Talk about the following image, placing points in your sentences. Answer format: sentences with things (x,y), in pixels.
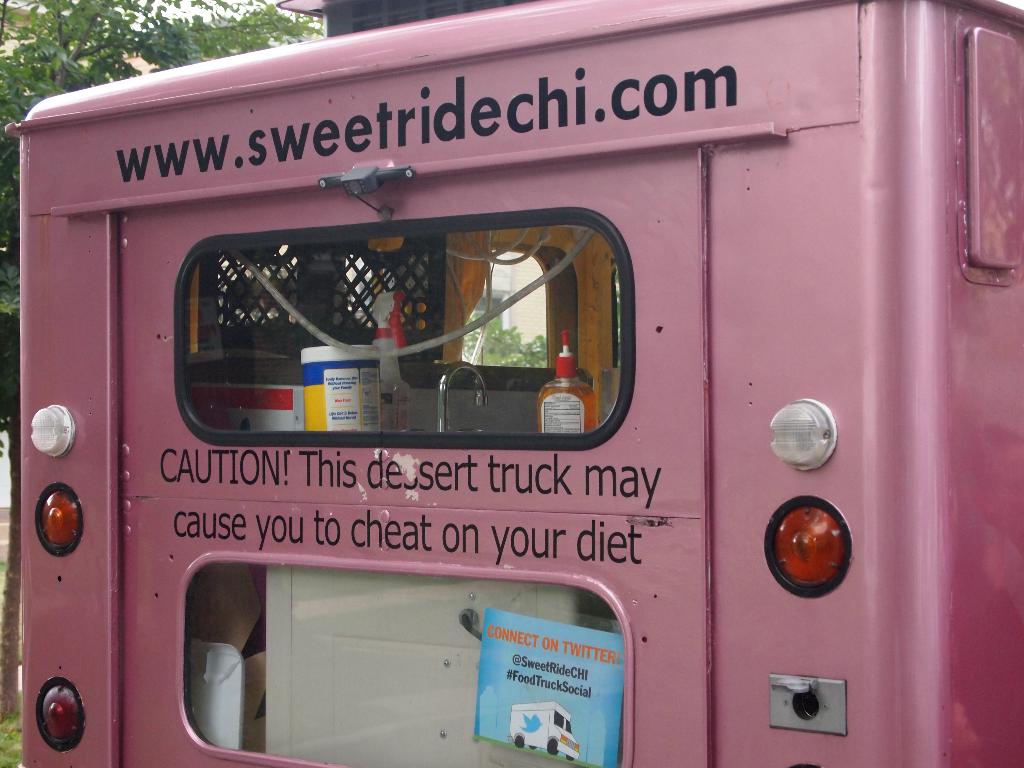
This picture is clicked outside. In the center (568,461) there is a pink color metal object (85,454) seems to be the vehicle (150,114) and we can see the windows (394,370) of the vehicle (414,603) and through the windows (424,335) we can see the bottles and some other objects (537,639) and we can see the text (557,77) on the object (396,483). In the background (214,15) there is a sky (241,9) and we can see the trees (199,26).
